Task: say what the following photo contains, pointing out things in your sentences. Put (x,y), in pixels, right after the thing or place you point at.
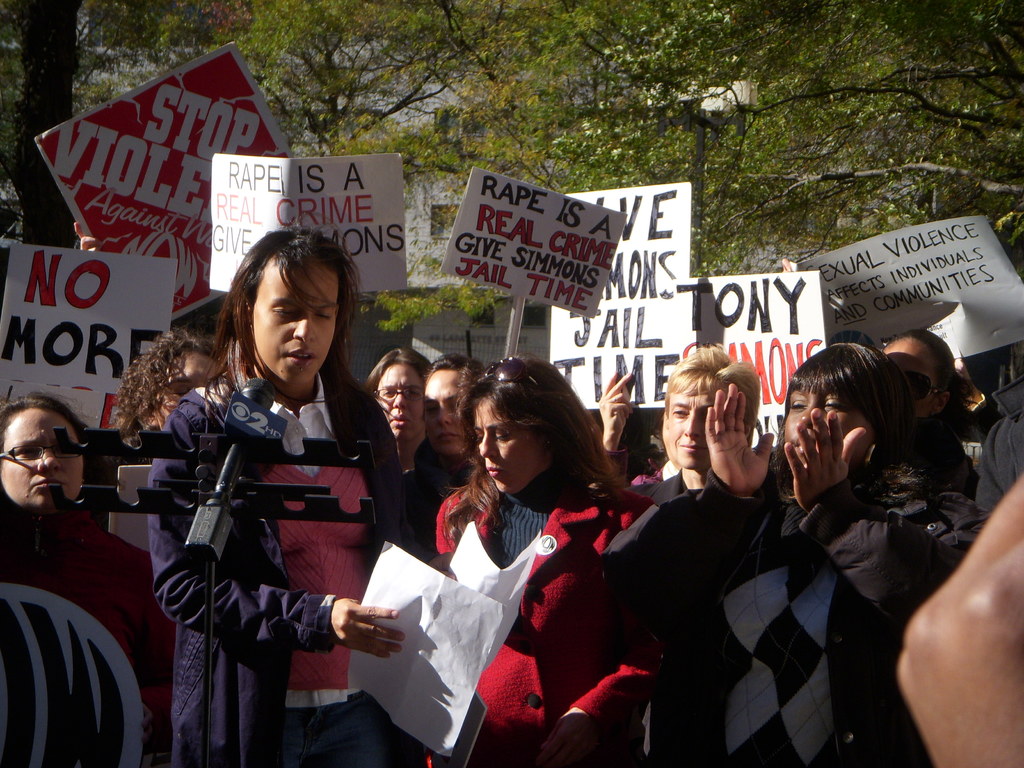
In this image there is a woman (276,613) in the middle (347,414) who is holding the paper (415,602). In front of her there is a mic (240,411). In the background (543,372) there are few people (616,469) who are protesting by holding the placards (588,266). Behind them there are trees (600,89).
